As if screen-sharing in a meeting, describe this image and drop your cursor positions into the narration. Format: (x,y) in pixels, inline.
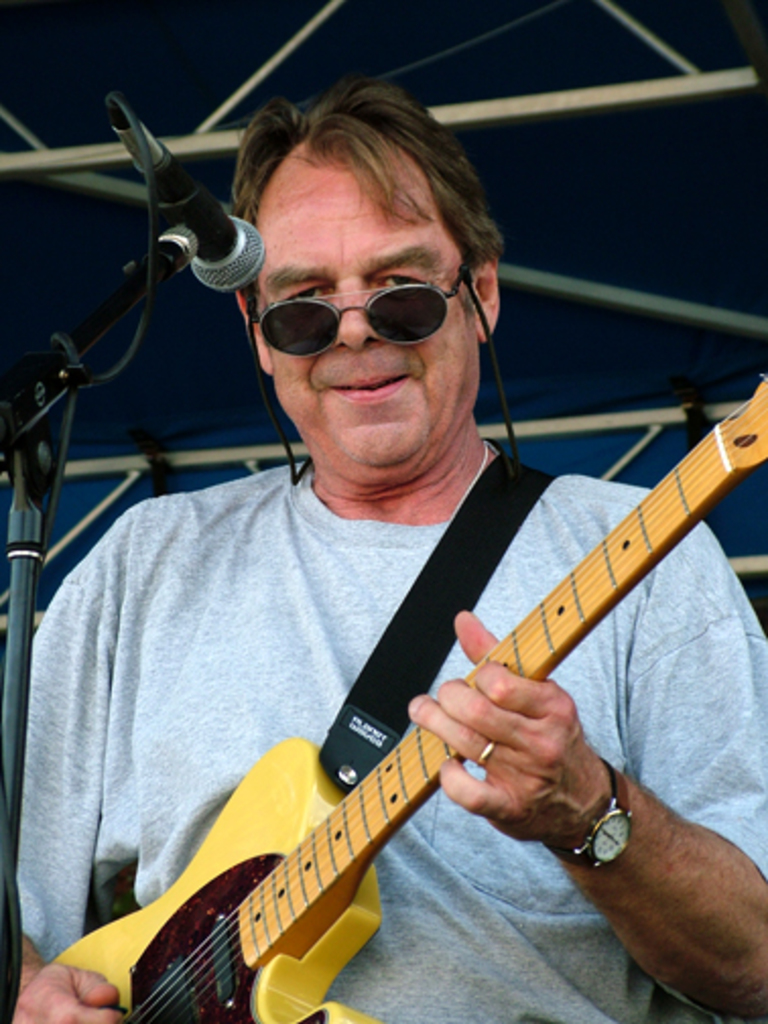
In this picture there is a man (739,622) standing, he is holding the guitar (193,1007) with his left hand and playing the guitar (208,968) with right hand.
